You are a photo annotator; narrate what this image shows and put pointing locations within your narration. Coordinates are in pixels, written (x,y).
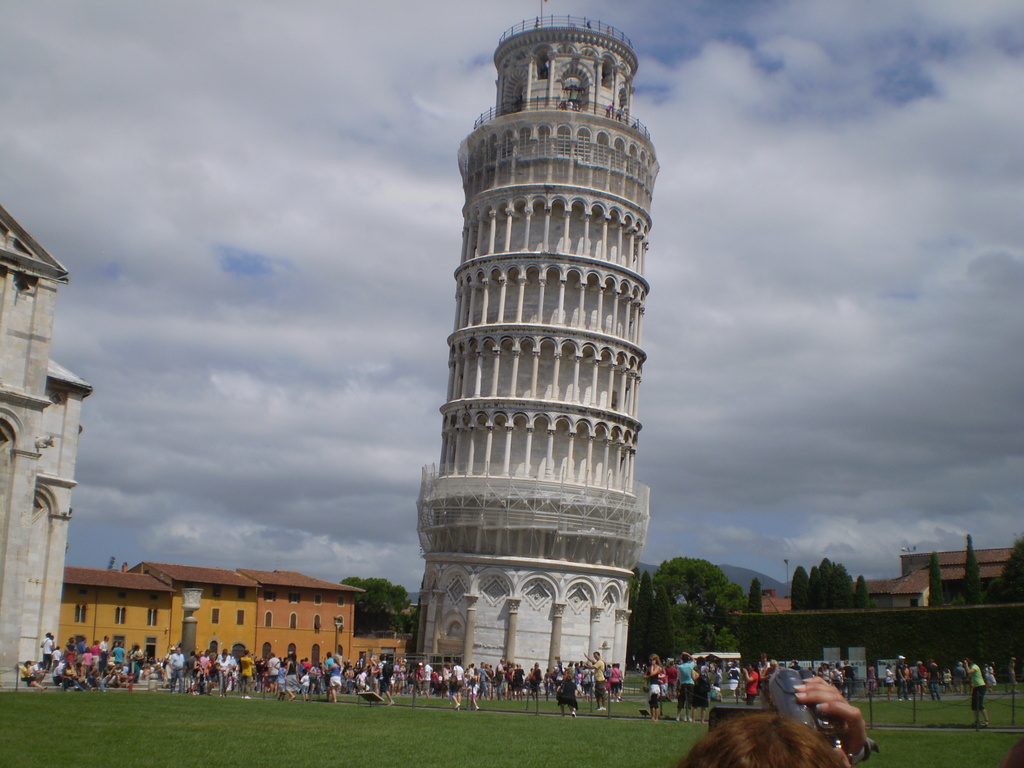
In this image there are people (525,684) doing different activities on a grassland (231,746), in the background (158,616) there are houses (892,595) and the tower (575,528), trees (405,605) and the sky (773,294).
